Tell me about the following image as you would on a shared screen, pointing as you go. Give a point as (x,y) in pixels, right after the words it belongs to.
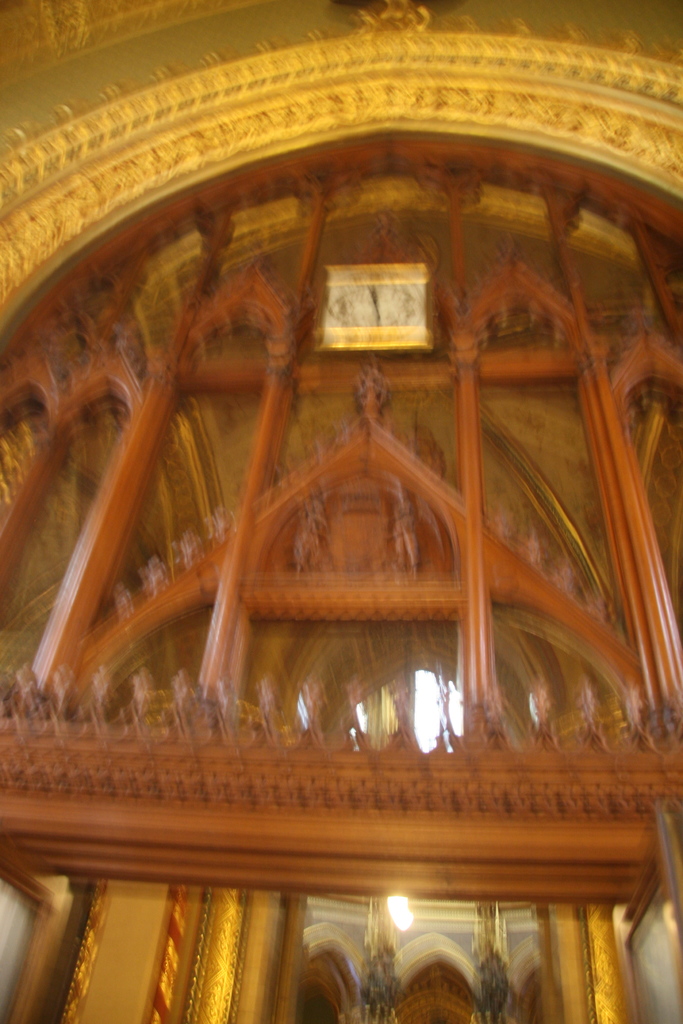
In this image we can see inside of a building (417,529). There are few lamps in the image. There is a clock (378,298) in the image.
